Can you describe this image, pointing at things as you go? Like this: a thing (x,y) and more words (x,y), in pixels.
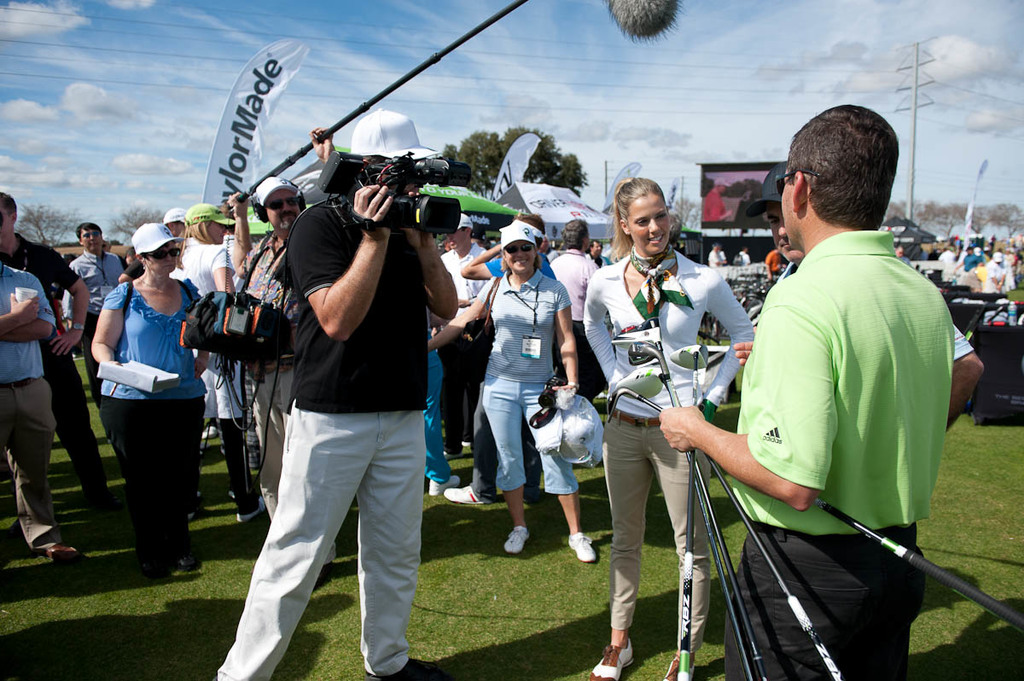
This picture is clicked outside the city. The man (425,358) in the middle of the picture (412,318) wearing black T-shirt (389,271) and white cap (373,132) is holding a video camera (404,208) in his hands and he is taking the video. Behind him, we see many people (691,316) are standing. On the right side (879,424), the man (854,433) in green T-shirt (830,445) is holding black color rods (738,590) in his hands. At the bottom of the picture (494,617), we see the grass (519,623). On the right side (956,298), we see black color things (989,334) which look like boxes (985,296). There are people (913,270) standing on the grass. We see a board (734,198) and tents (569,210) in white color. There are trees (557,163) in the background (562,176). We see an electric pole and wires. At the top of the picture (778,13), we see the sky (211,142).
